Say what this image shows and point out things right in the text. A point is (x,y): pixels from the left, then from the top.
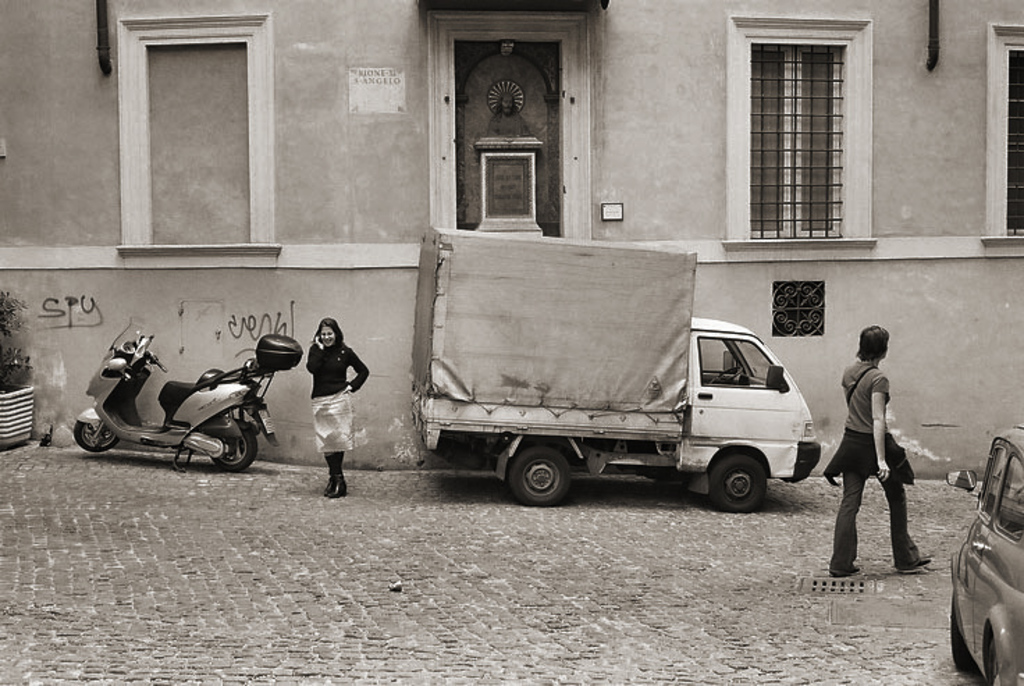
In this image in front (655,373) there are two persons (335,396) standing on the road (320,518) and we can see vehicles (533,429) parked on the road (682,534). On the backside of the image (464,190) there is a building (458,123) with the window (780,211). At the center of the image (515,232) there is a statue (486,191). In front of the building (72,308) there is a flower pot (8,377).
